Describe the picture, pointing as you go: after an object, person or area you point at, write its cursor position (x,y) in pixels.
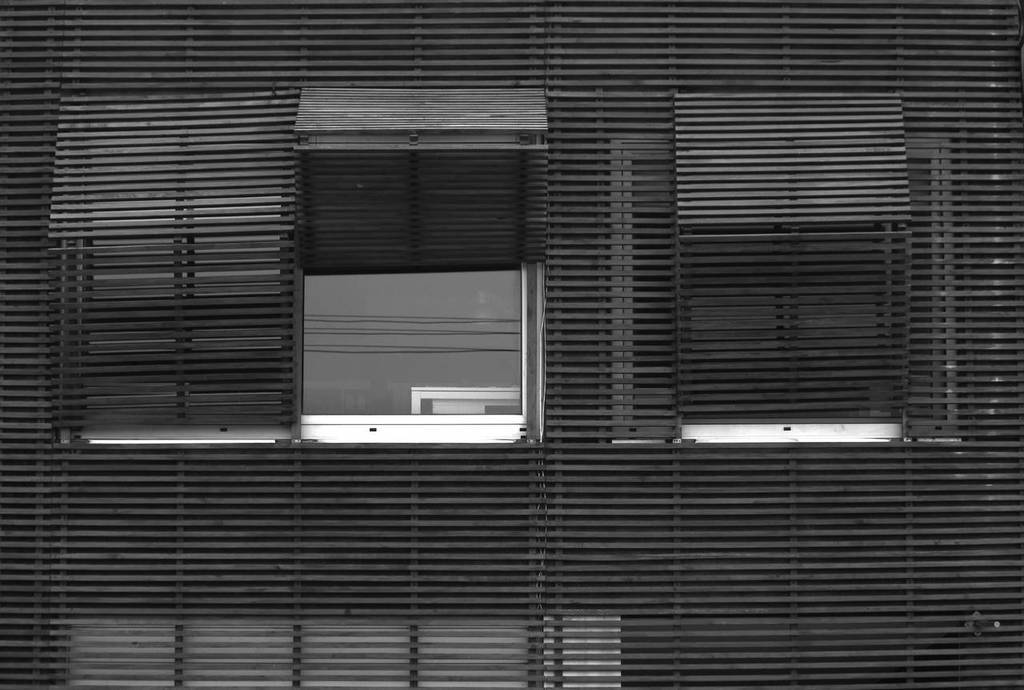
In this image there is a blind (226,169) to a window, one of the blind (477,113) is opened.
